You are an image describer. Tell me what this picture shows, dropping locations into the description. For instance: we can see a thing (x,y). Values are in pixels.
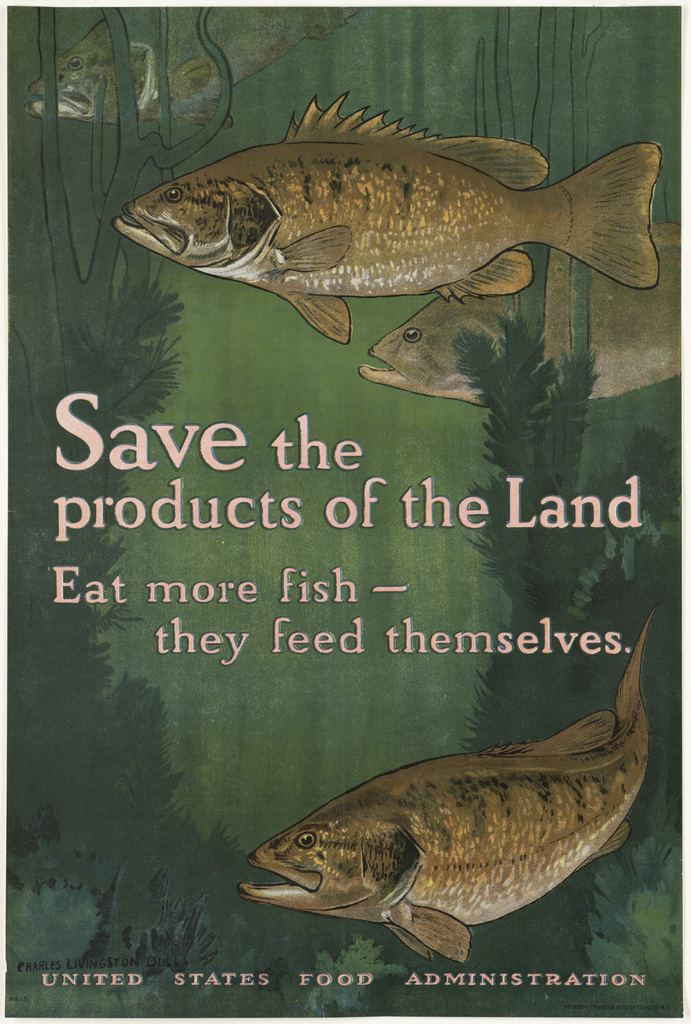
In this picture, we see the poster (357,398) containing the fishes (274,244) and the aquatic plants (58,320). At the bottom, we see the grass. In the middle of the picture (282,649), we see some text (441,649) written. In the background (187,381), it is green in color.
